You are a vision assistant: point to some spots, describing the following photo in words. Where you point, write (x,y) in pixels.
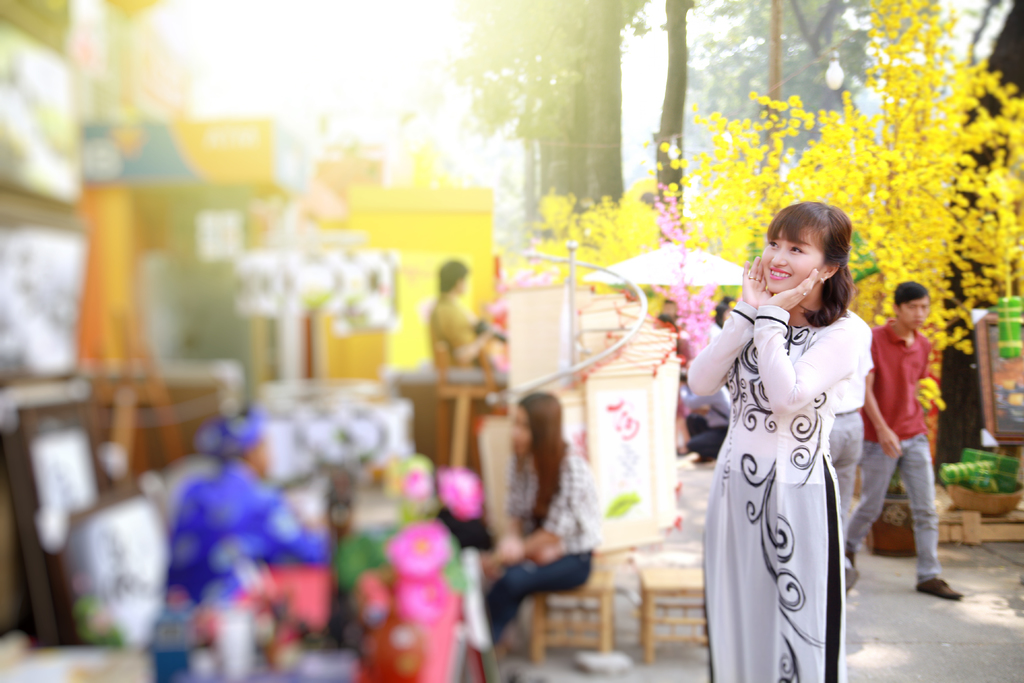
In the image we can see a woman (740,437) standing, wearing clothes (741,443), finger ring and ear studs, and she is smiling. Behind her there is another man (897,430) wearing clothes (897,430) and he is walking. This is a footpath (890,613), stools (675,586), trees (882,212), light (838,84) and half of the image is blurred.
